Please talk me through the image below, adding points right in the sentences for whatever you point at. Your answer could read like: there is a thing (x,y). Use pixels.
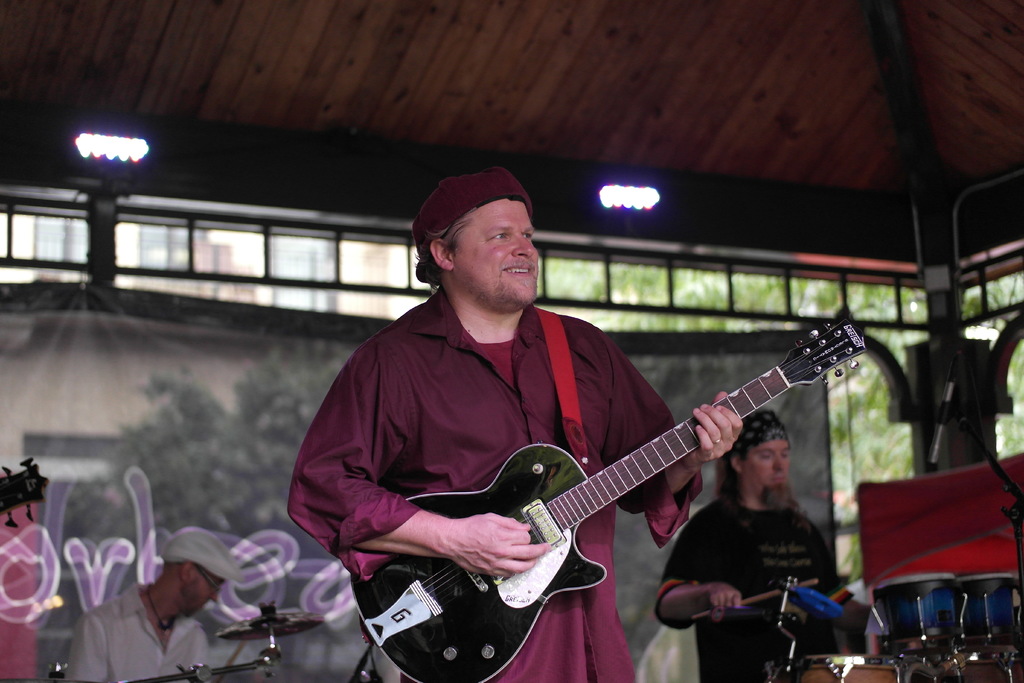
In this image there is a man (657,429) playing a guitar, he is wearing a maroon shirt (551,395). Towards the left (79,647) there is another man (81,635) wearing a white shirt (126,630), towards the right (781,556) there is a man (781,556) and he is wearing a black t shirt (803,554) and playing musical instruments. In the background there are two lights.
